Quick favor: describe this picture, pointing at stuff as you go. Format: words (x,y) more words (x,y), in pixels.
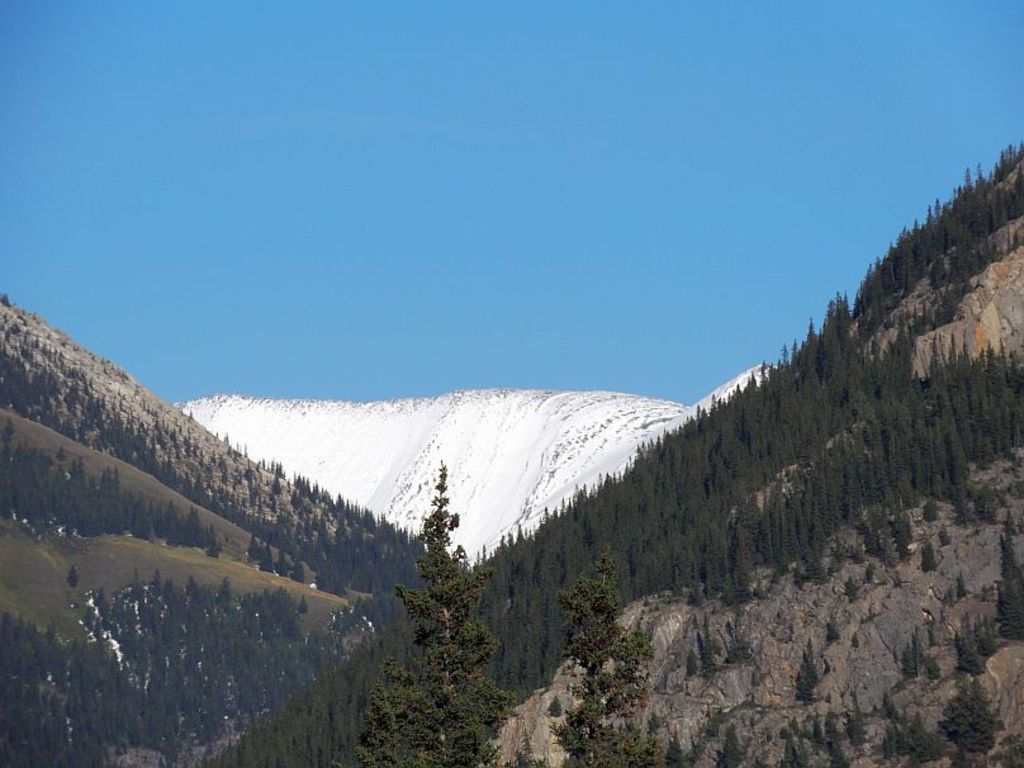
In this image I can see trees (258,732) in green color, background (580,468) I can see the snow (506,477) in white color and the sky (335,215) is in blue color.
